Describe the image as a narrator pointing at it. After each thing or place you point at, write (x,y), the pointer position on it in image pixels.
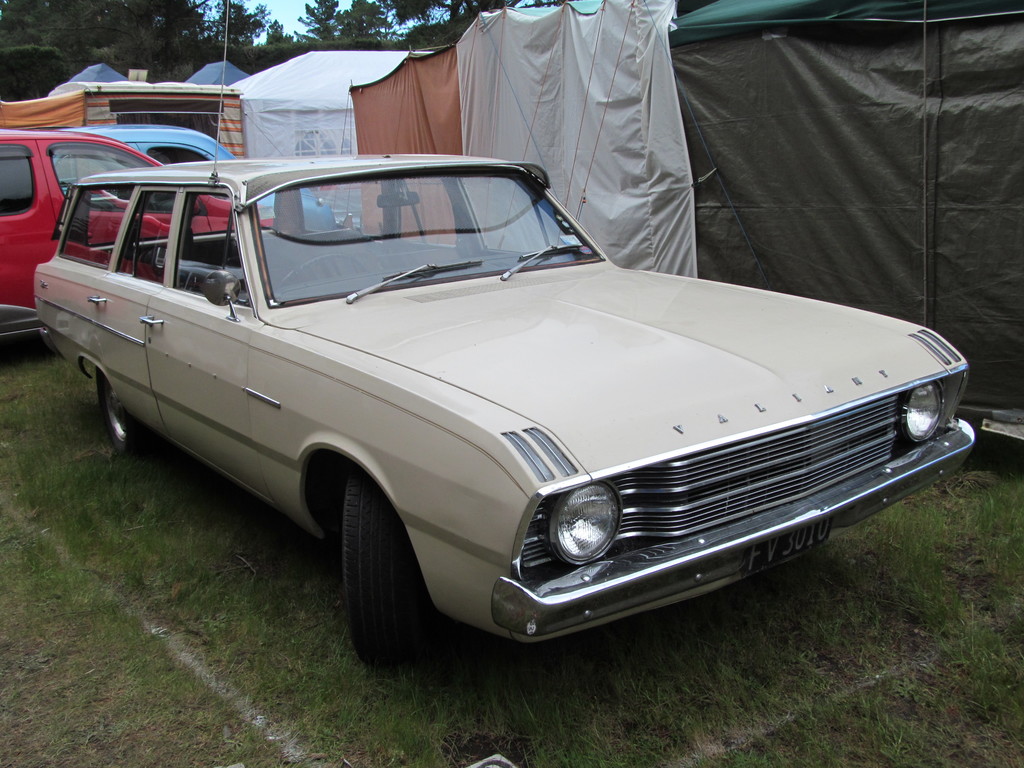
In the picture, there are three cars (157,273) parked on the grass (571,641) and beside the grass (570,657) there are some tents (378,122). In the background (252,22) there are few trees (331,14) and sky (292,18).
